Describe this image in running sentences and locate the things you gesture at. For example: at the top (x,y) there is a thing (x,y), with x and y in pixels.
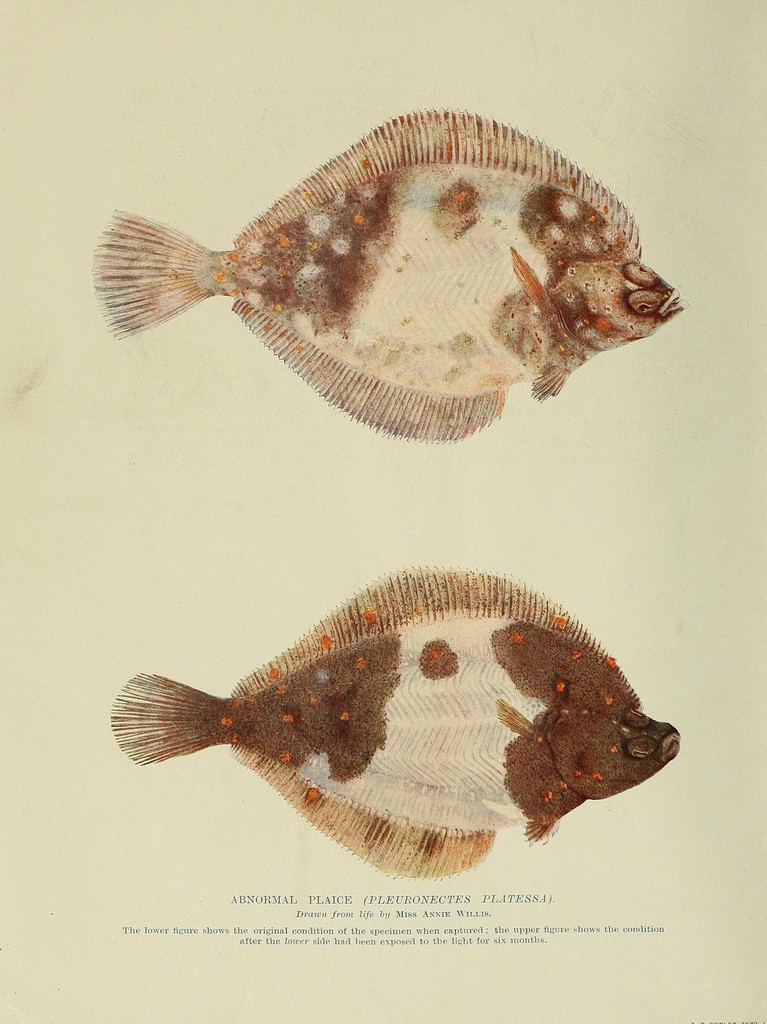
Here we can see a poster (570,471). On this posters (382,520) we can see pictures (427,767) of fishes (382,181) and text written on it.
